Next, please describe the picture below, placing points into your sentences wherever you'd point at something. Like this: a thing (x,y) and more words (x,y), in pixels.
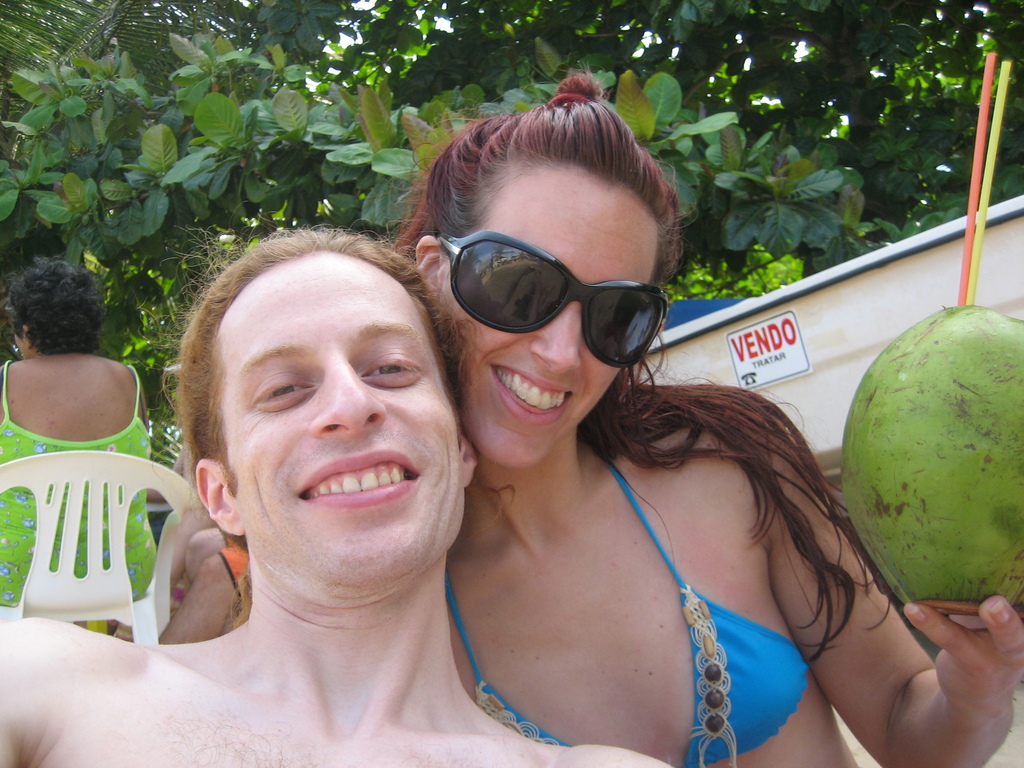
There are 2 people (563,609). The person (563,609) at the right (685,485) is wearing goggles (583,324) and holding a coconut (945,475) in her hand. There are 2 straws (998,93) in the coconut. Behind them there are other people (219,578). A person (73,389) is sitting on a white chair (73,525) wearing green dress (5,510). At the back (436,84) there are trees (571,68).
